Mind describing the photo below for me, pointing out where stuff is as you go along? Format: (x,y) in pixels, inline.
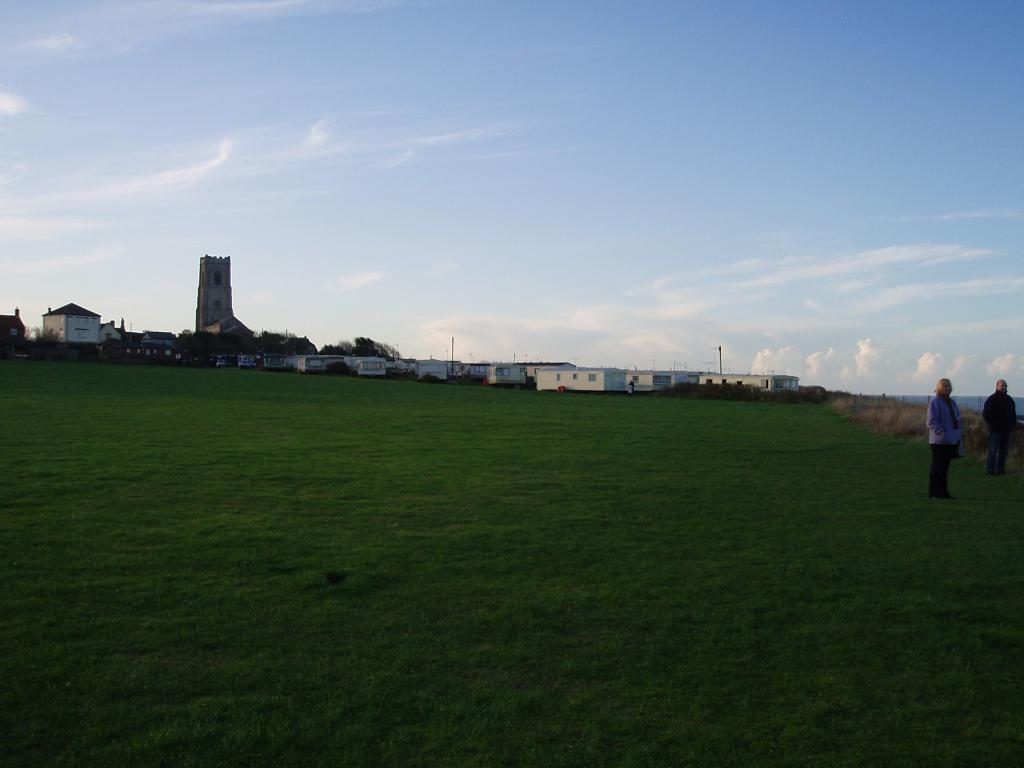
In this image we can see the buildings (205,312) and also the houses (369,366). We can also see the trees (227,346) and also the grass (556,491). On the right (940,409) we can see two persons (947,452) standing. In the background (326,188) we can see the sky (676,318) with some clouds (770,367).
